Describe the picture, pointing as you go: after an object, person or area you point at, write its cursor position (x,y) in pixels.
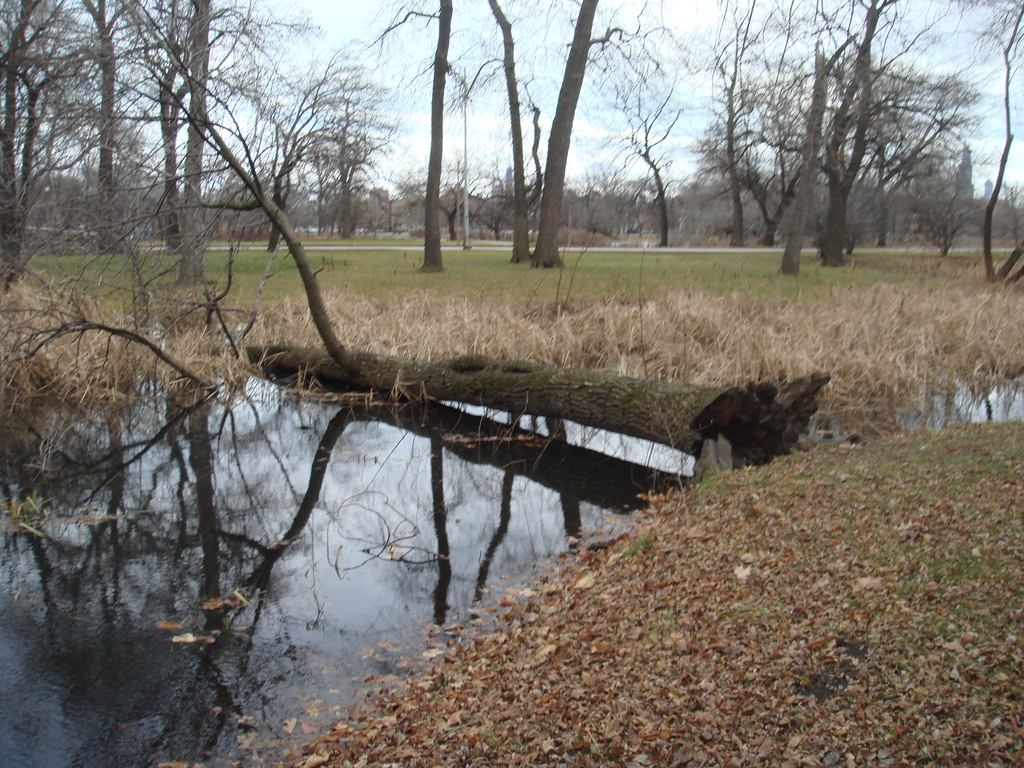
In this image we can see a group of trees (197,161), water (618,444) and in the background (691,143), we can see the pole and sky (380,45).
